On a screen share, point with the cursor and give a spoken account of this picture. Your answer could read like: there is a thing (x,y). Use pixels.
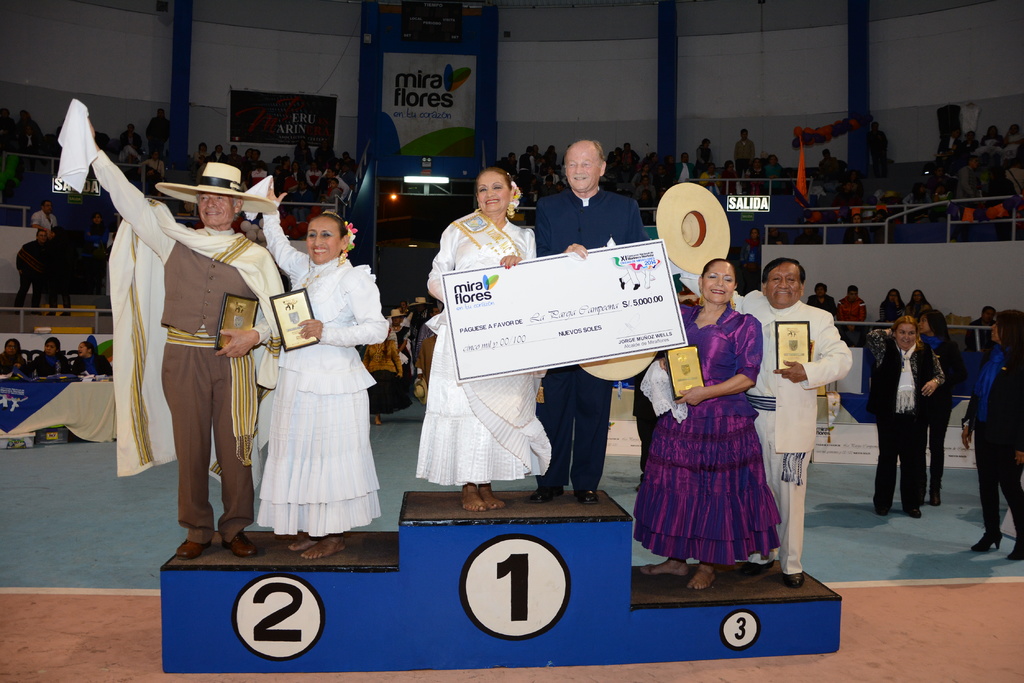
In the picture we can see a path (763,628) with a step 1,2, and 3 (460,641) and on it we can see three couples (126,241) are standing on each step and holding awards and they are in different costumes (141,249) and behind them, we can see some people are standing and some people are sitting on the chairs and around them we can see railing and in the background (31,84) we can see a wall (31,84) with a banner (418,150) to it.
